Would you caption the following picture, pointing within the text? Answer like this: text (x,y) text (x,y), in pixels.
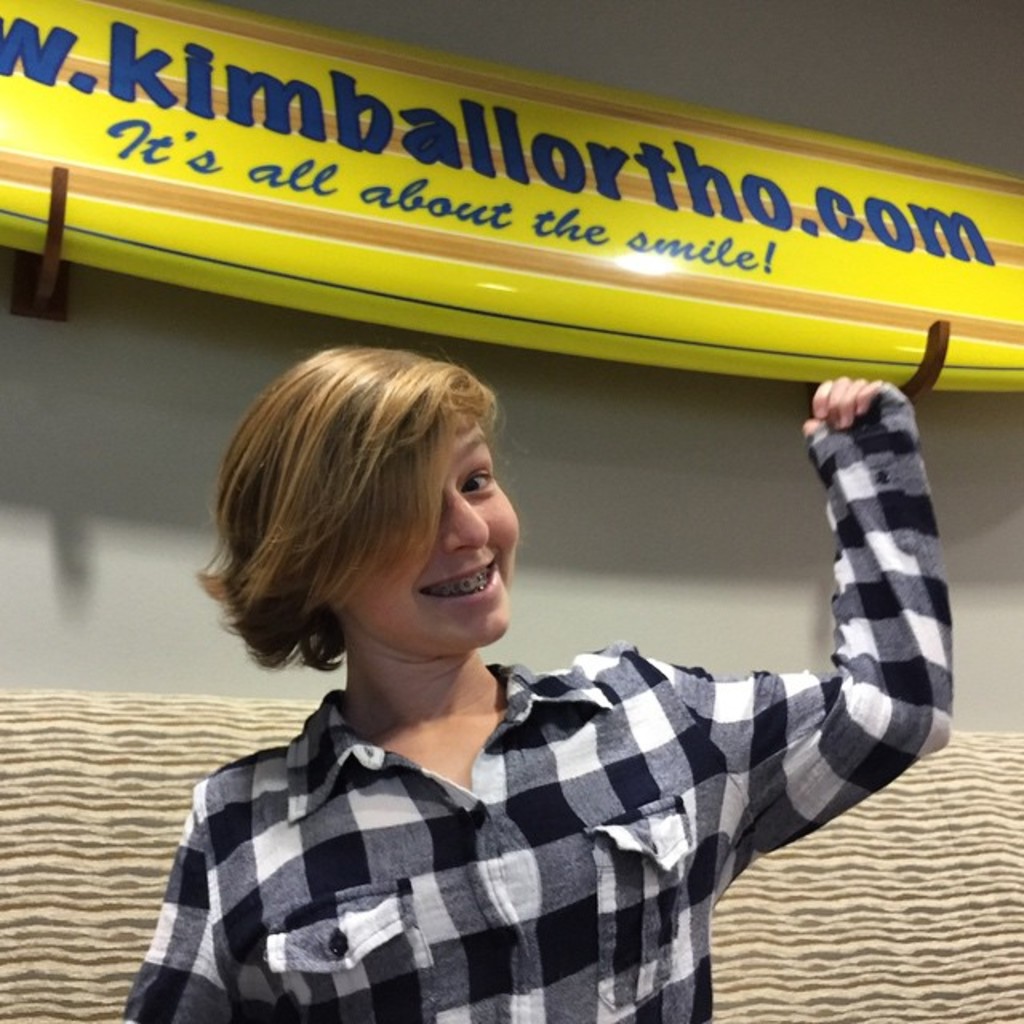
In the center of the image (460,499) we can see a lady (461,482) smiling. In the background (501,642) there is a wall (550,423) and a board (584,250).
